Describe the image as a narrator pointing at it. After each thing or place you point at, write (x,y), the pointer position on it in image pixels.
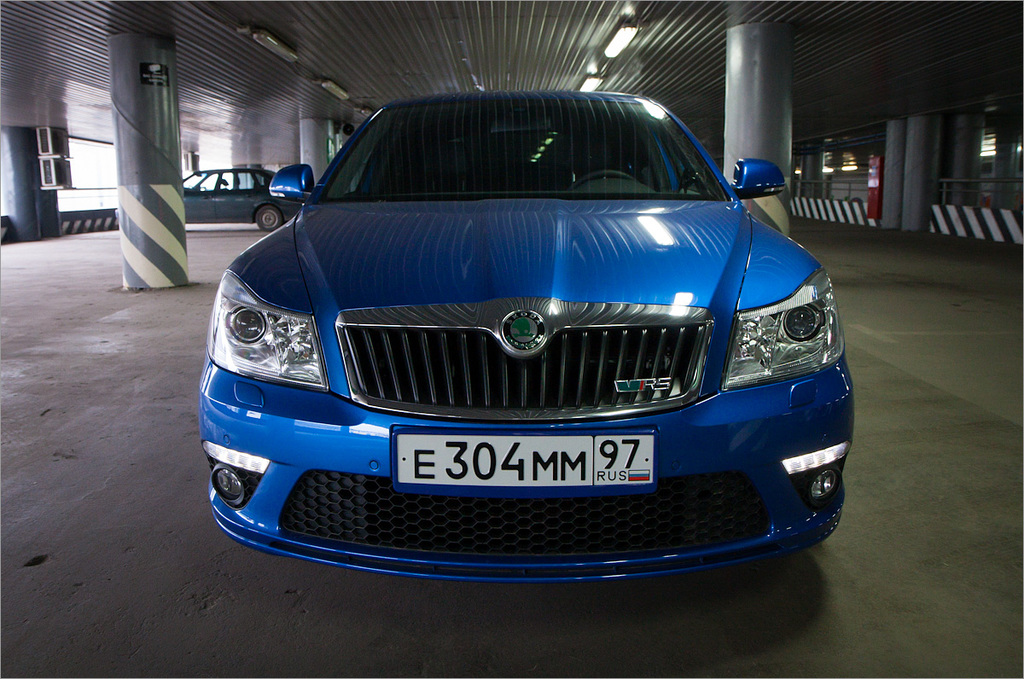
In the middle of this image (516,341), there is a blue color vehicle (520,265) on the floor (776,576). In the background (241,202), there is another vehicle (208,196), there are pillars (975,139) and there are lights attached to a roof (397,48).
